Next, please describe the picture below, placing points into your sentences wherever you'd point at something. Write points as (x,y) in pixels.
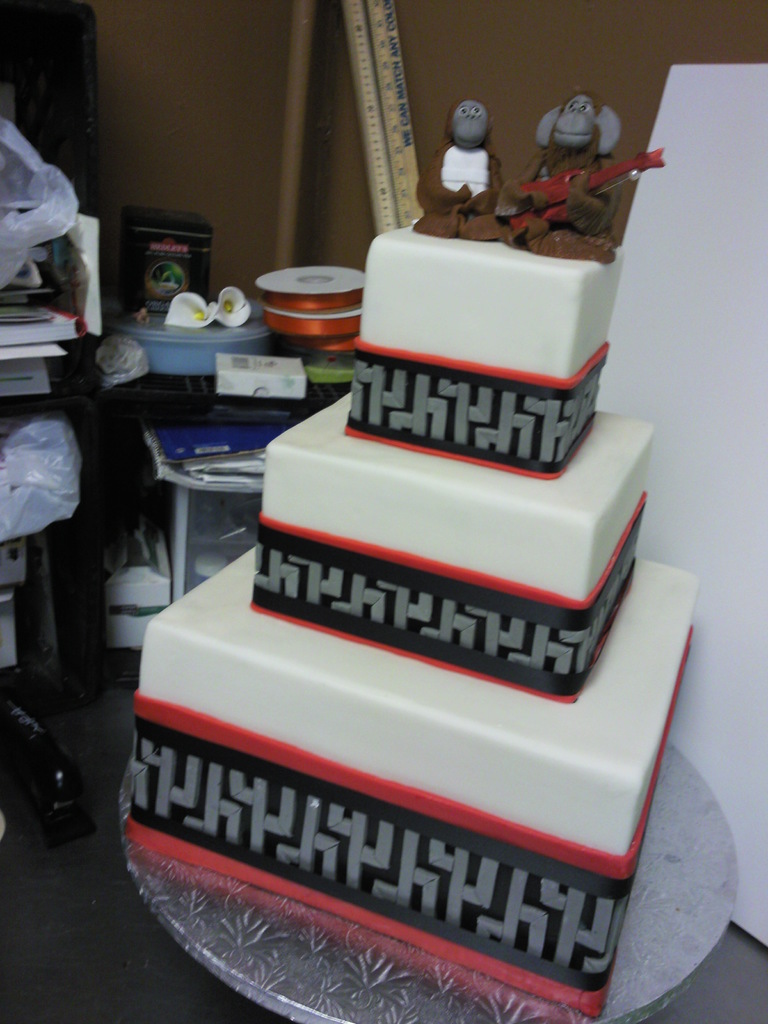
This image consists of a cake (342,598) which is white and red color. On which there are monkeys (527,197) made up of cream (569,192). It is kept on a table (194,966). In the background (204,423), there are books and many things (156,270) kept on the table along with a brown color wall (206,150).
